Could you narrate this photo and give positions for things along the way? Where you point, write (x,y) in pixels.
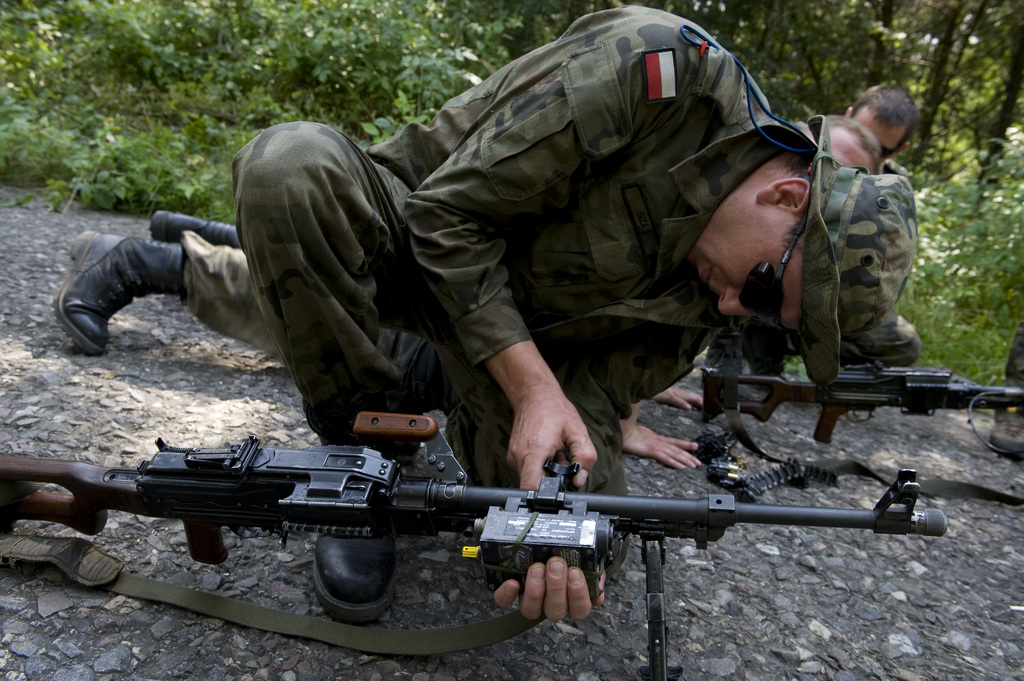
In the center of the image (356,416) there are people (503,334) and weapons (77,497). In the background of the image (265,42) there are trees (801,46) and plants (38,9). At the bottom of the image (337,664) there is stone surface (182,650).
